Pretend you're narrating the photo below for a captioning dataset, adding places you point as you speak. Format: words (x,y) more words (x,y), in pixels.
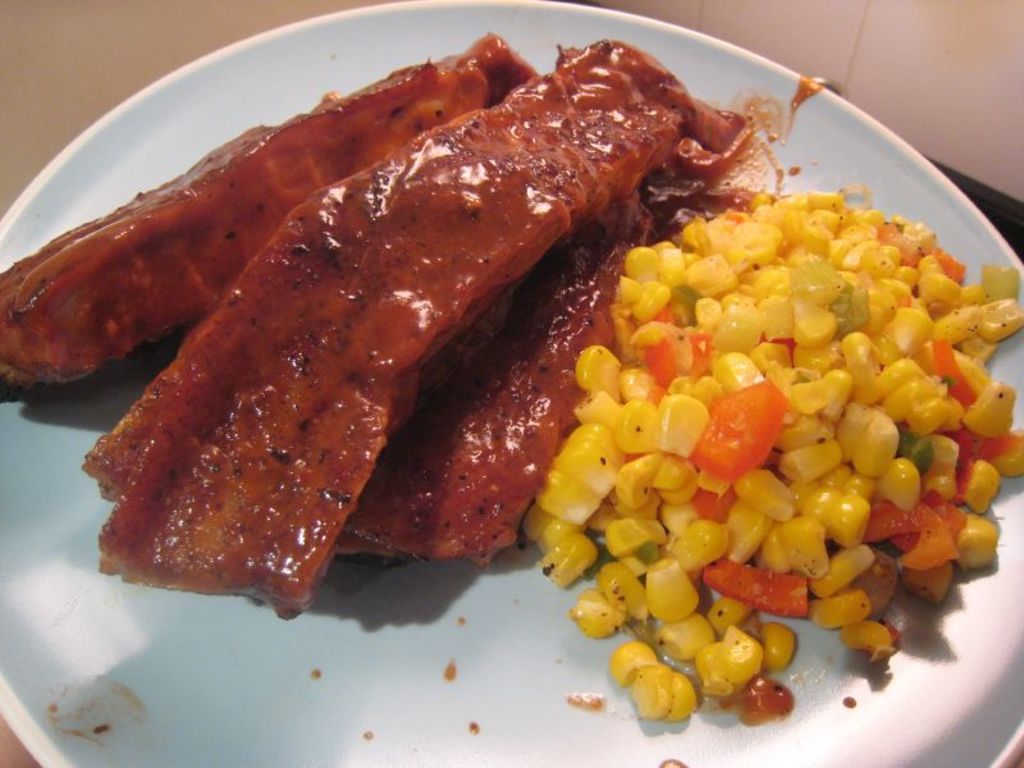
In this image I can see a blue colour plate (153,90) and on it I can see yellow colour corn (783,436) and few other brown colour food (290,362).
